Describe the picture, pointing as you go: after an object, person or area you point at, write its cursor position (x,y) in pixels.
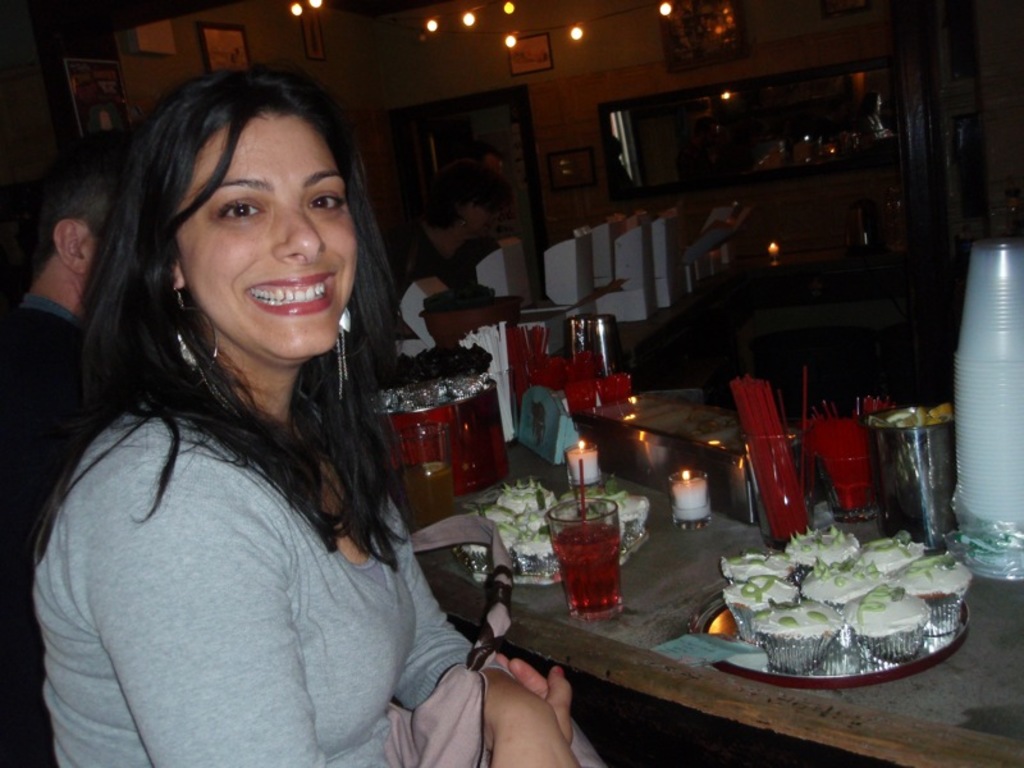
In the image there is a woman (309,265) in grey t-shirt (297,765) sitting in front of table (518,586) with cupcakes (864,615), water glasses (961,379) and juice glasses (587,527) with straws (584,497) on it and beside her there is another person (77,372) visible, in the back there are chairs (547,294) and lights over the ceiling (402,11) with photographs (523,60) on the wall (163,81).
